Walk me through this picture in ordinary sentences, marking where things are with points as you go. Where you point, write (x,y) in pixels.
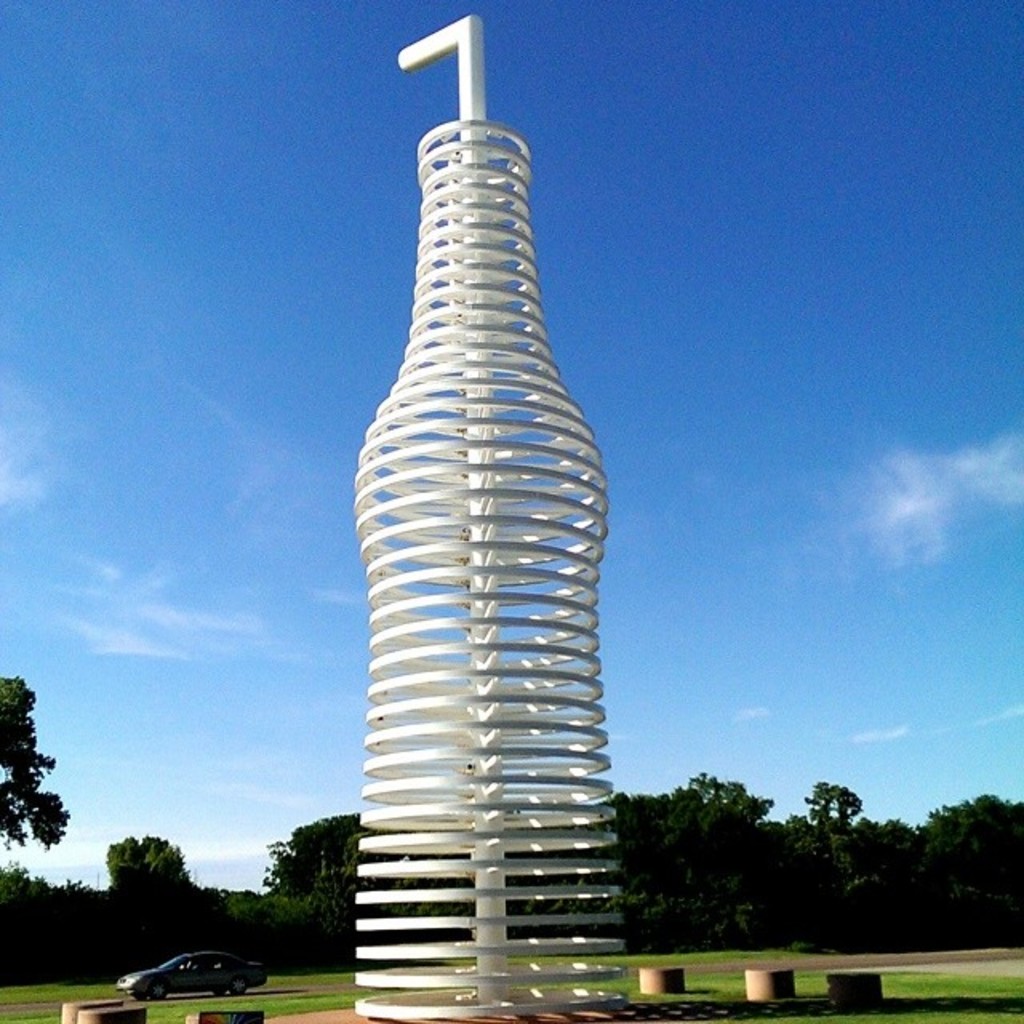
In this image I can see the white color structure (591,895). Background (144,869) I can see the vehicle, trees (164,860) in green color and the sky (284,590) is in blue and white color.
